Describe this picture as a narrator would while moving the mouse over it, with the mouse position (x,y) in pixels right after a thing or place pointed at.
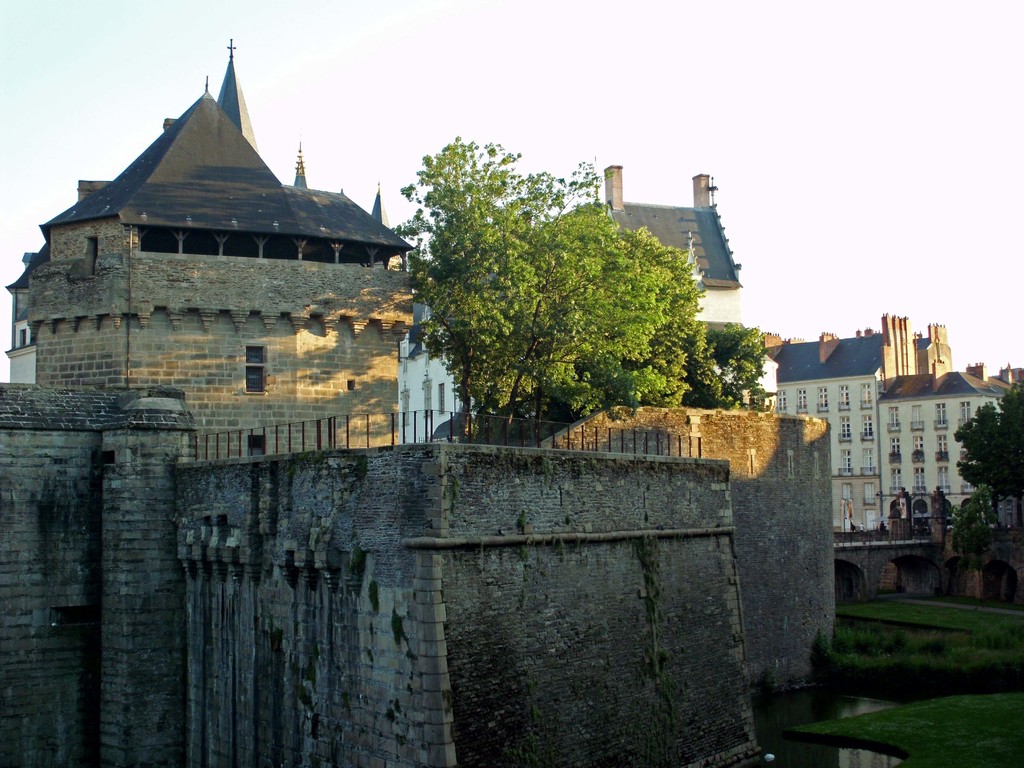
In this image we can see a group of buildings (589,596) with windows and a roof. We can also see some grass (847,719), water (796,708), plants (1017,633), a group of trees (658,363) and the sky (614,51) which looks cloudy.
